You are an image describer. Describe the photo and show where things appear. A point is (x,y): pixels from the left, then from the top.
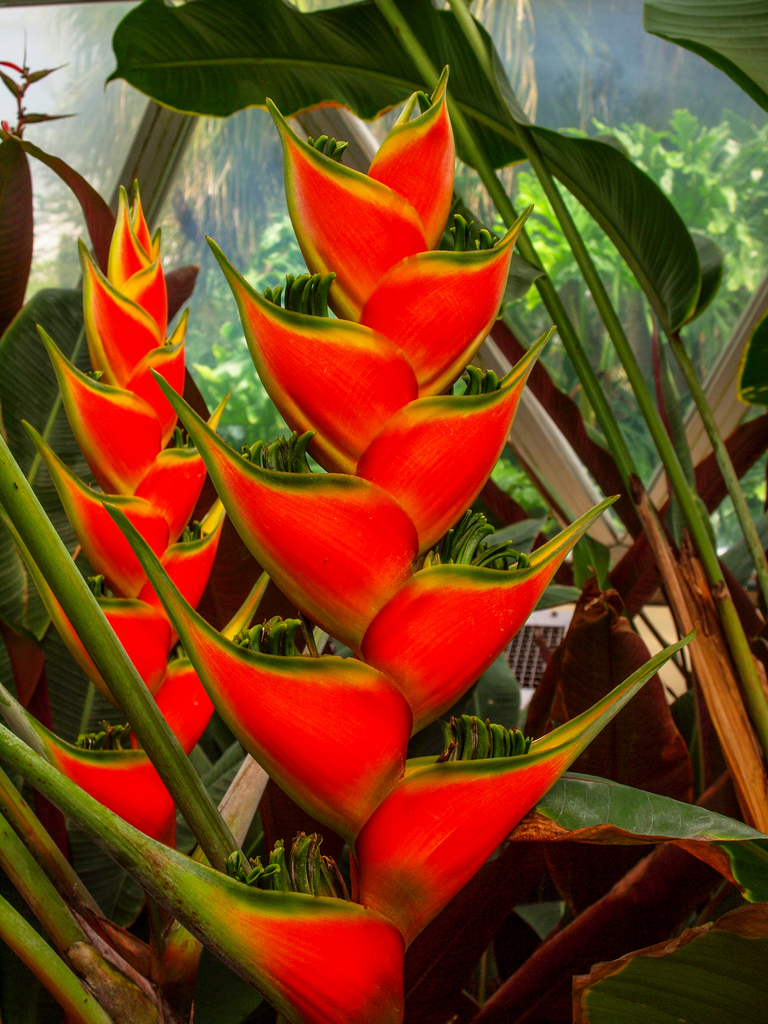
In this image we can see there is a red color steps flower (181,586) beside that there are so many plants (746,671).
